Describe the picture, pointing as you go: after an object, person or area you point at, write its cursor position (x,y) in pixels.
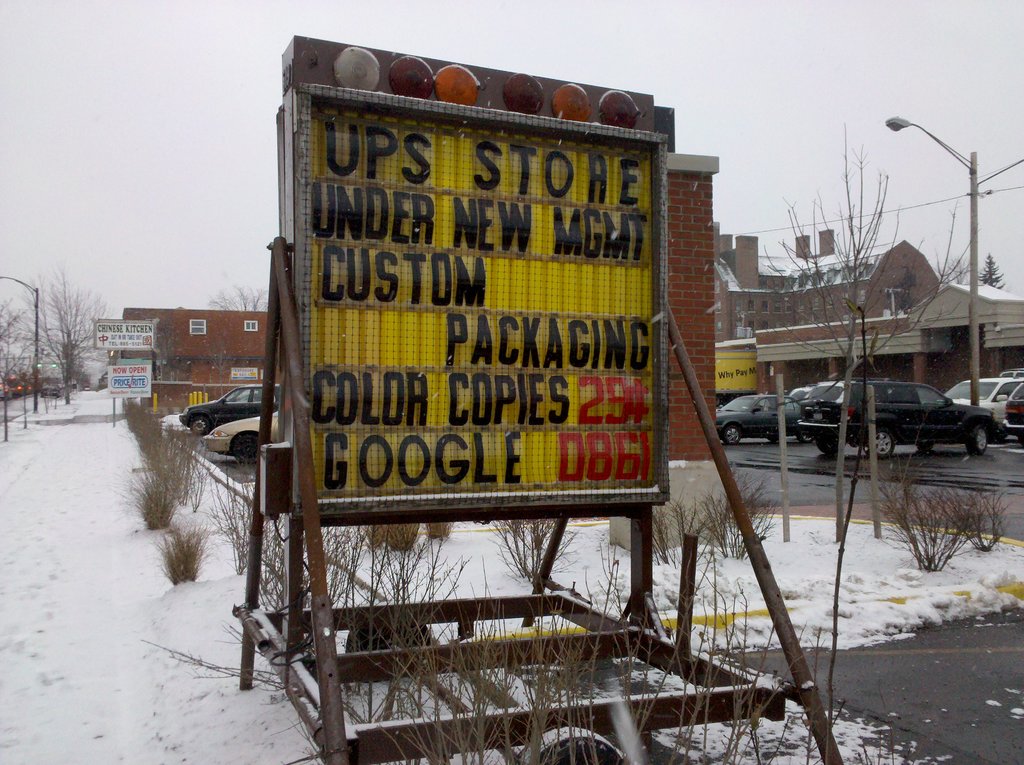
IN this image we can see houses (988,343), boards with some text (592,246) on it, there are light poles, wires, vehicles (900,425), there are plants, trees (866,388), there is a board (323,338) on a stand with some text (604,439) on it, also we can see the snow (100,533), and the sky (71,266).
